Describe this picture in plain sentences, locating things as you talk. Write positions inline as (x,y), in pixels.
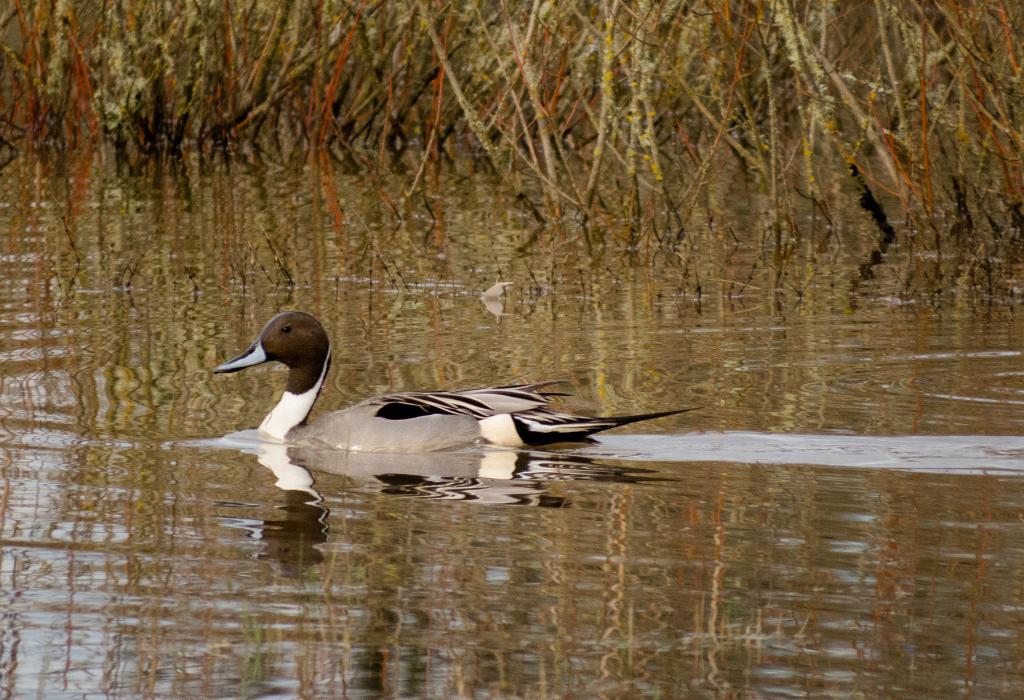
In this image, we can see a bird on the water (567,329). We can also see some plants (361,107).
